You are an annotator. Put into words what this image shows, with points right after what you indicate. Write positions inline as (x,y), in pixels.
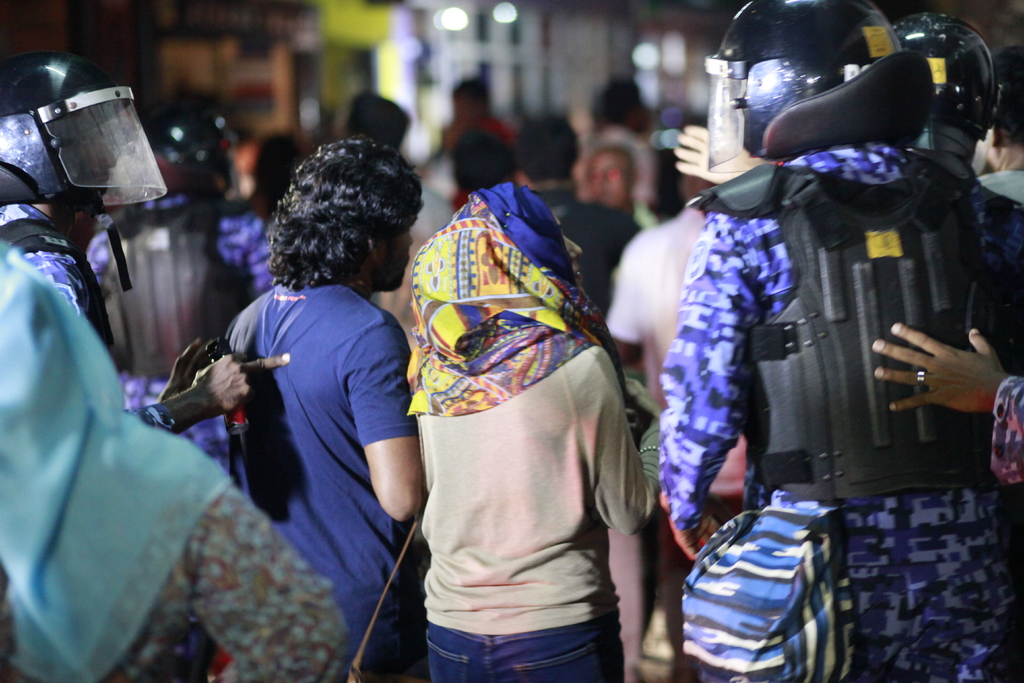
In this image we can see a few people (436,410), among them some are carrying bags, and the background (443,74) is blurred.
